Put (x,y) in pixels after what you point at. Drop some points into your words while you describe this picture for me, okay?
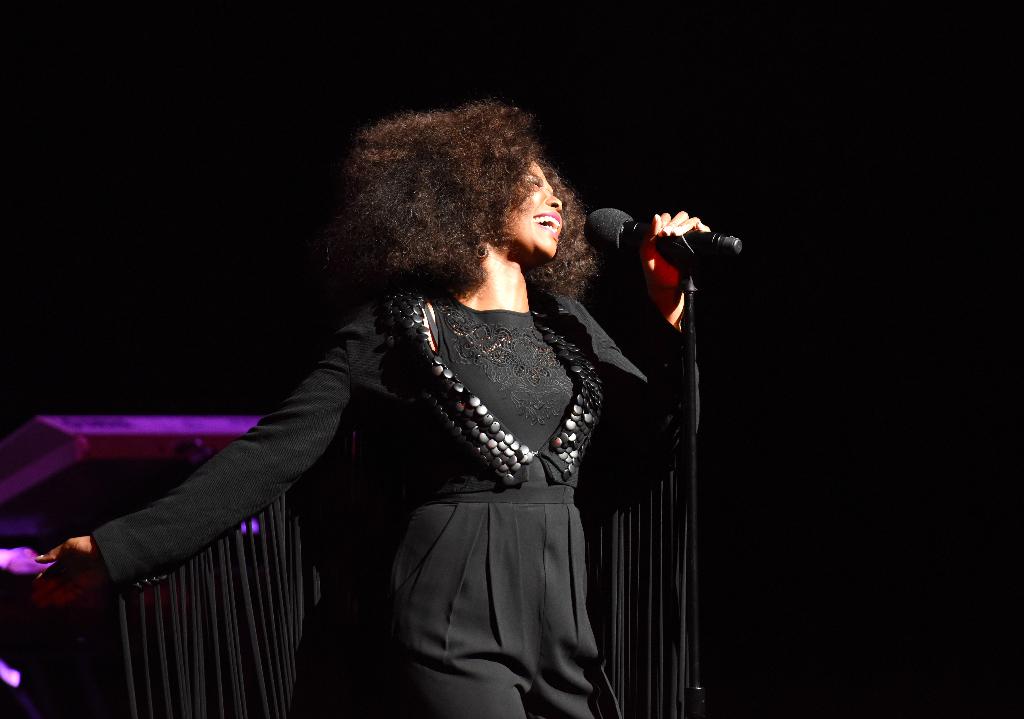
In the foreground of the image (402,447) there is a lady (568,545) holding a mic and singing. The background of the image (101,338) is not clear.
